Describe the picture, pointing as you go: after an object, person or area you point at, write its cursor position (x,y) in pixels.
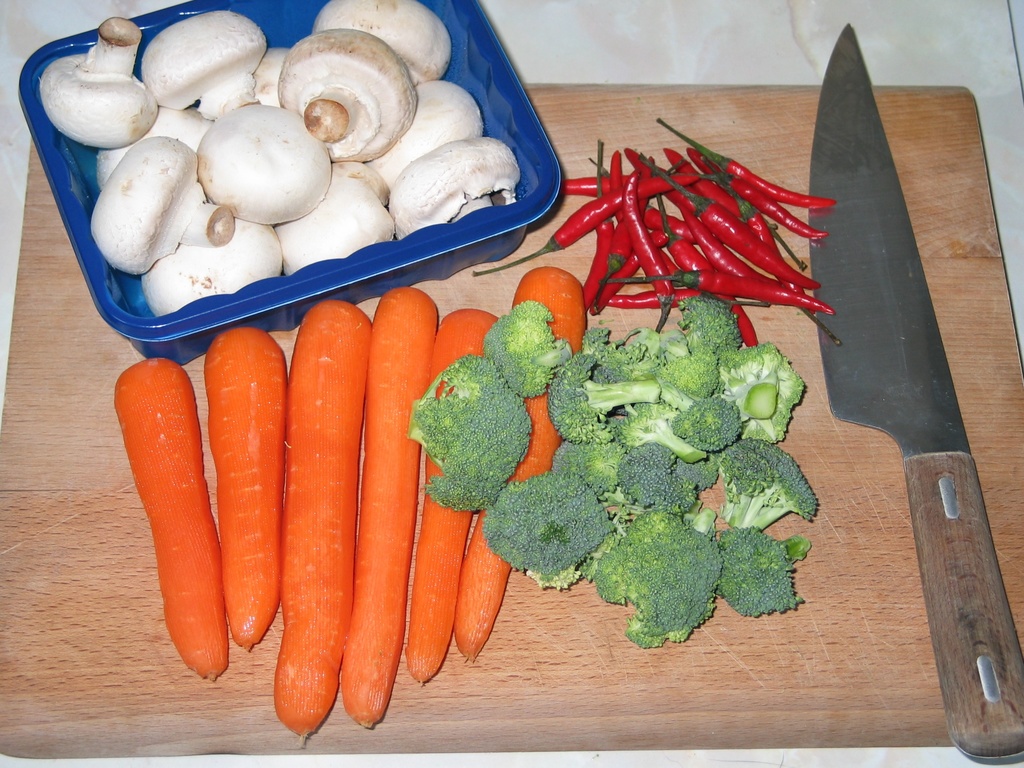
In this image, we can see a wooden sheet (882,112) contains a knife (885,361), chili's (740,192), broccoli (645,367) and carrots (307,505). There is a container (433,252) at the top of the image (450,128) contains some mushrooms (404,112).
